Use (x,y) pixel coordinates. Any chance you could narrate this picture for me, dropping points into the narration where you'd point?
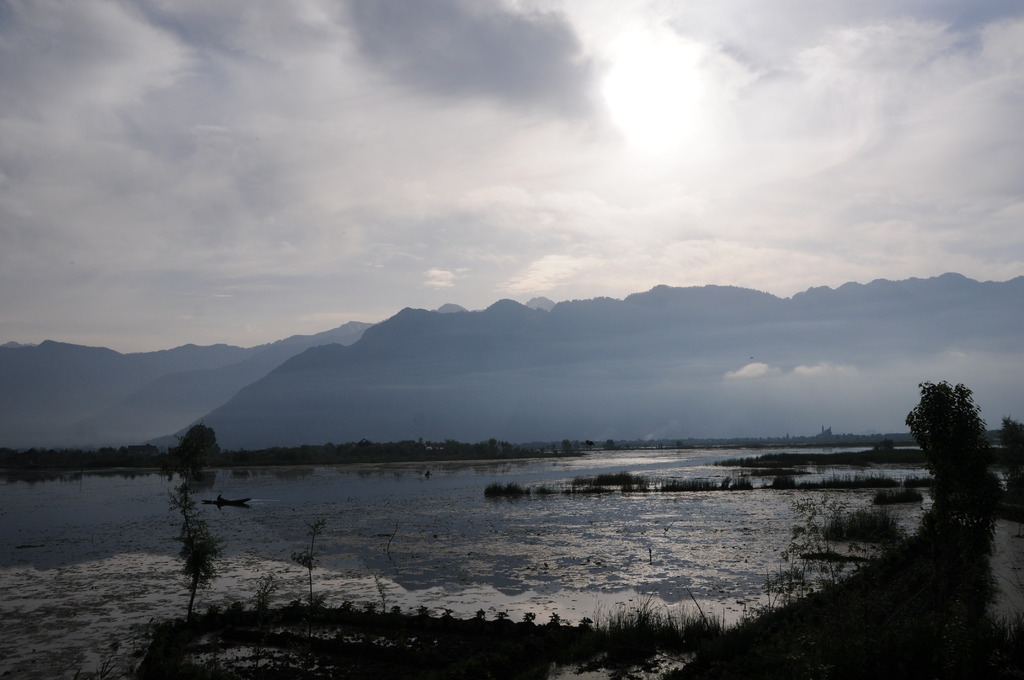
In this picture I can observe a river (470,485). I can observe some plants (577,487) in the middle of the picture (513,448). In the background (497,355) there are hills (473,331) and clouds (483,187) in the sky (370,145).
